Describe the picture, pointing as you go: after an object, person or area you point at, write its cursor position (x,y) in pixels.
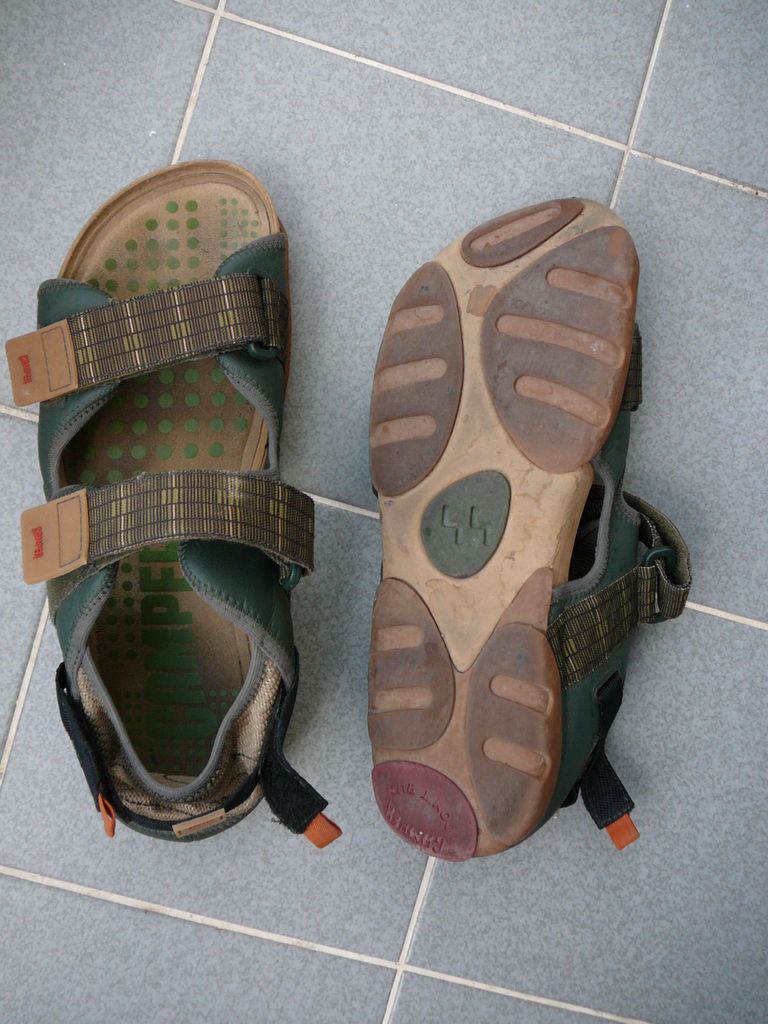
In this image there are two sandals (396,388) on the ground (325,192). The sandal (216,279) on the left side (196,436) is in upward direction and while the sandal (489,444) on right side (527,458) is in reverse direction.
